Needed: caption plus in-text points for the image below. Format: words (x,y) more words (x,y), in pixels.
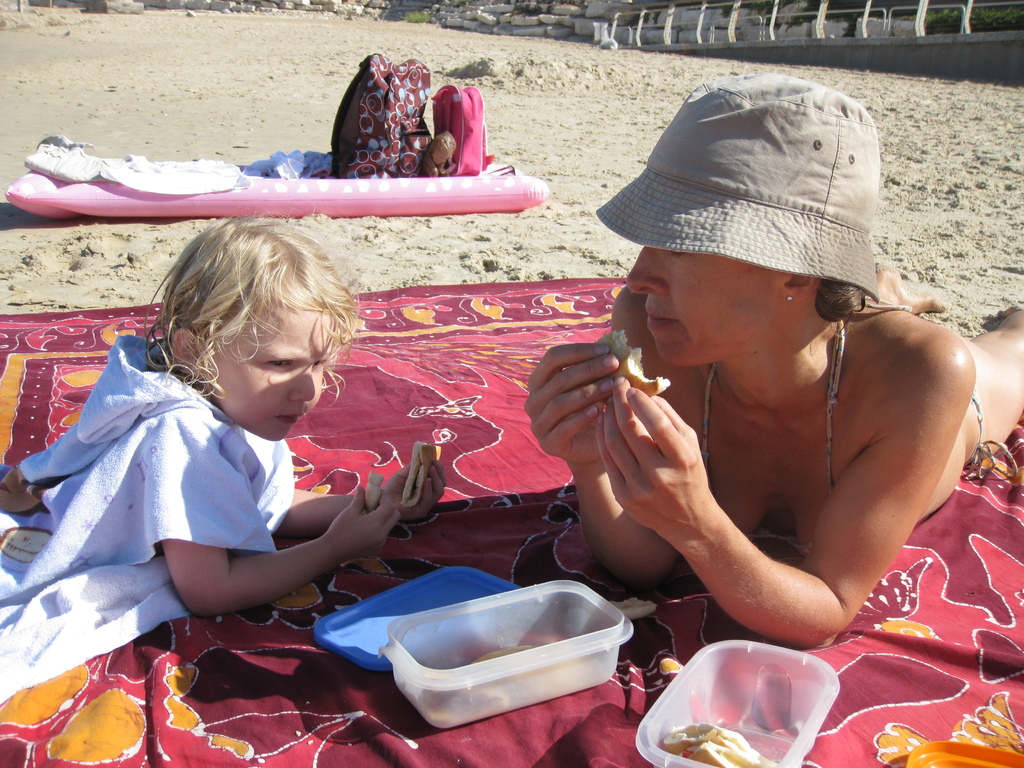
This is the woman (538,441) and a girl (132,462) lying on a blanket (618,583). I can see two boxes (597,672), which contains the food items (496,652). This looks like a bed (382,203). I can see the bags (424,154). This is the sand (308,42). In the background (246,11), I think these are the rocks (552,35).
